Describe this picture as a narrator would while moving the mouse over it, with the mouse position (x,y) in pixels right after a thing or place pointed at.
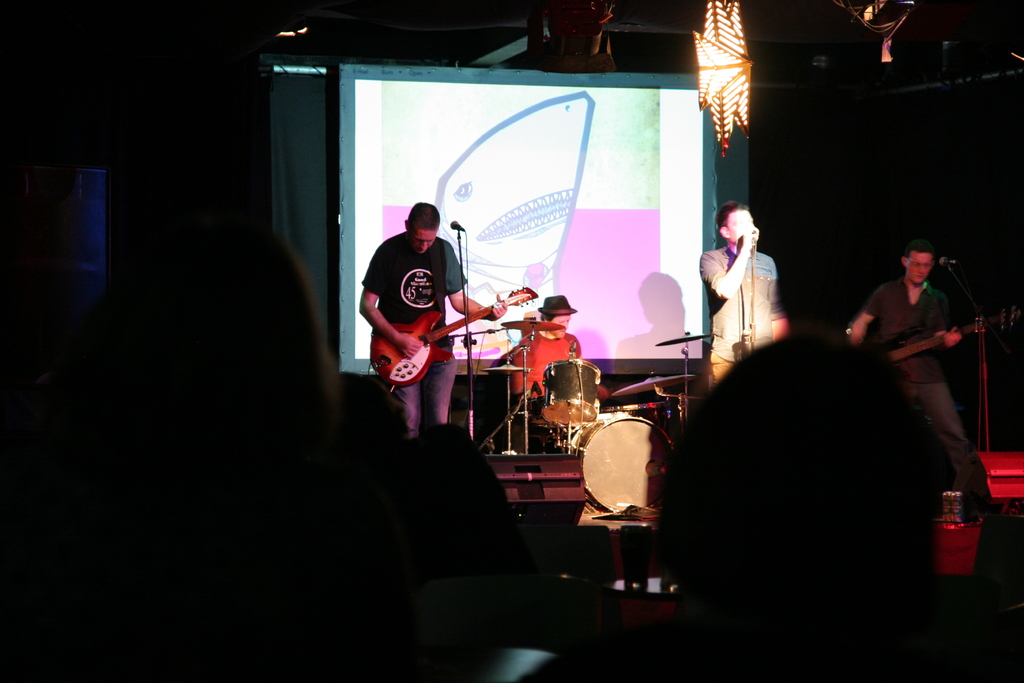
In this image, few people (884,301) are playing musical instrument (587,375). At the bottom (325,618), human heads (775,493) are there. At back (659,230) side, we can see a screen (570,195) and light (712,83) at the top of the image (707,108).
